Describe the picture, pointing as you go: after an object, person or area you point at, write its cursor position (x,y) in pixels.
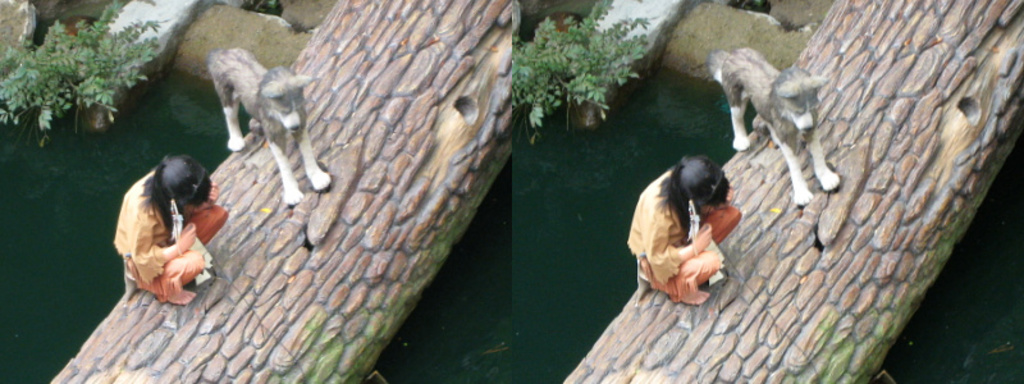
This is collage image, in this image there is a wooden structure (381,117), on that there is a dog (297,105) and a girl (198,267) sitting, under that there is water (494,313), in the top left (51,111) there is plant (28,60) and stones (189,28).
